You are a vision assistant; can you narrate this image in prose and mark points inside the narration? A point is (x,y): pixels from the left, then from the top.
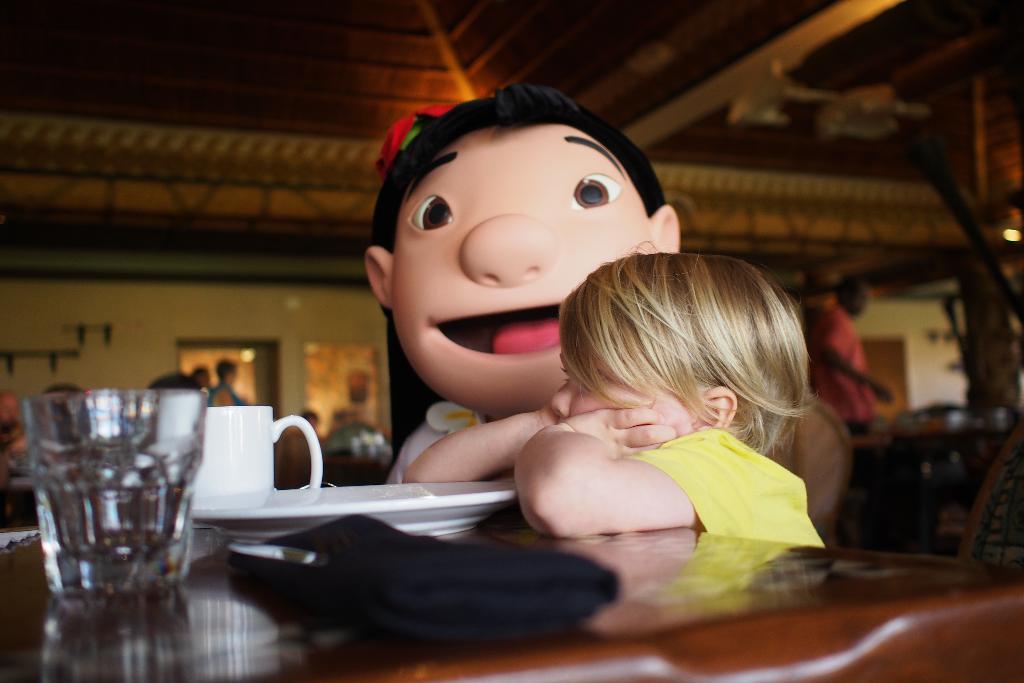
In this image I can see a child (711,462) wearing yellow colored dress (732,480) and a toy (545,313) and I can see a brown colored table (685,607). On the table (649,604) I can see a plate (419,506), a cup (228,450), a glass (178,440) and a black colored object (336,545). In the background (253,26) I can see few persons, the wall (277,321), the ceiling (235,28) and a light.
